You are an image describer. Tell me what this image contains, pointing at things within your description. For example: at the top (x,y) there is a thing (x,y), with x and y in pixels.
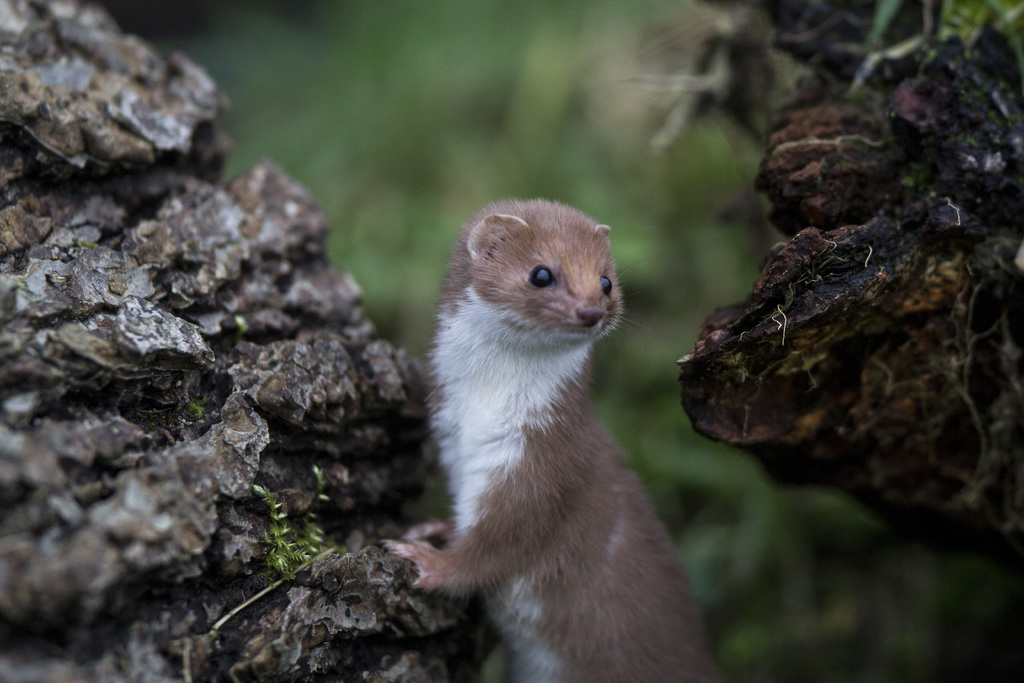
In the center of the image (538,454) we can see an animal (547,585) and there are barks (342,498).
